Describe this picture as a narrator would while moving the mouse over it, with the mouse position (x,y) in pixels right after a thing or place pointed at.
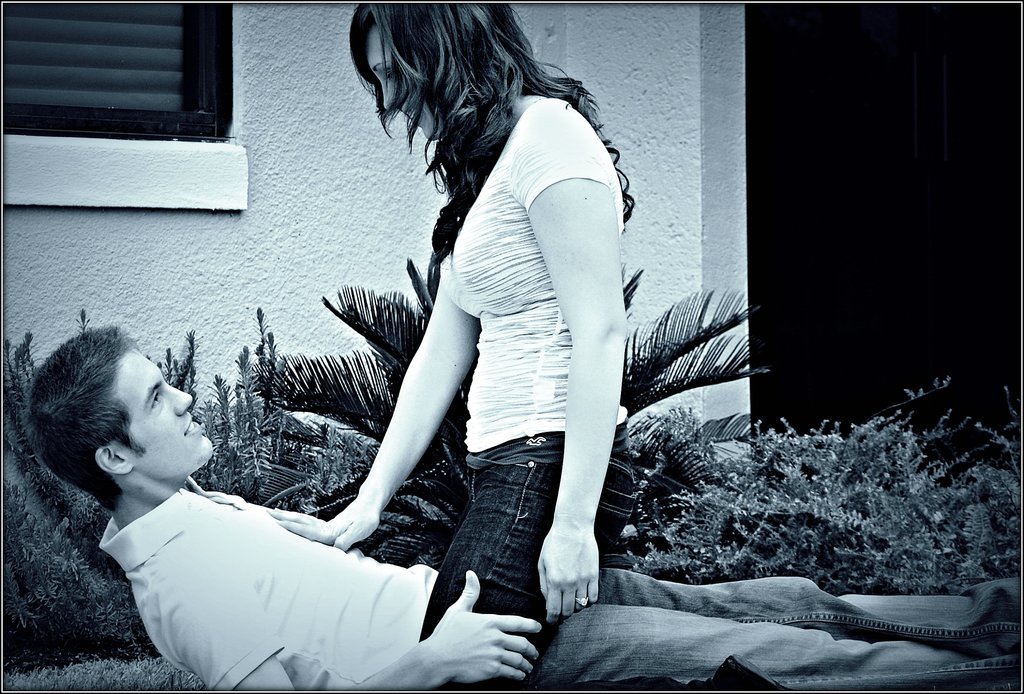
Here a man (191,664) is lying, he wore a t-shirt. A girl (430,602) is kneeling over him, she wore t-shirt (510,393), these are the plants (760,449) and this is a wall (321,227).
